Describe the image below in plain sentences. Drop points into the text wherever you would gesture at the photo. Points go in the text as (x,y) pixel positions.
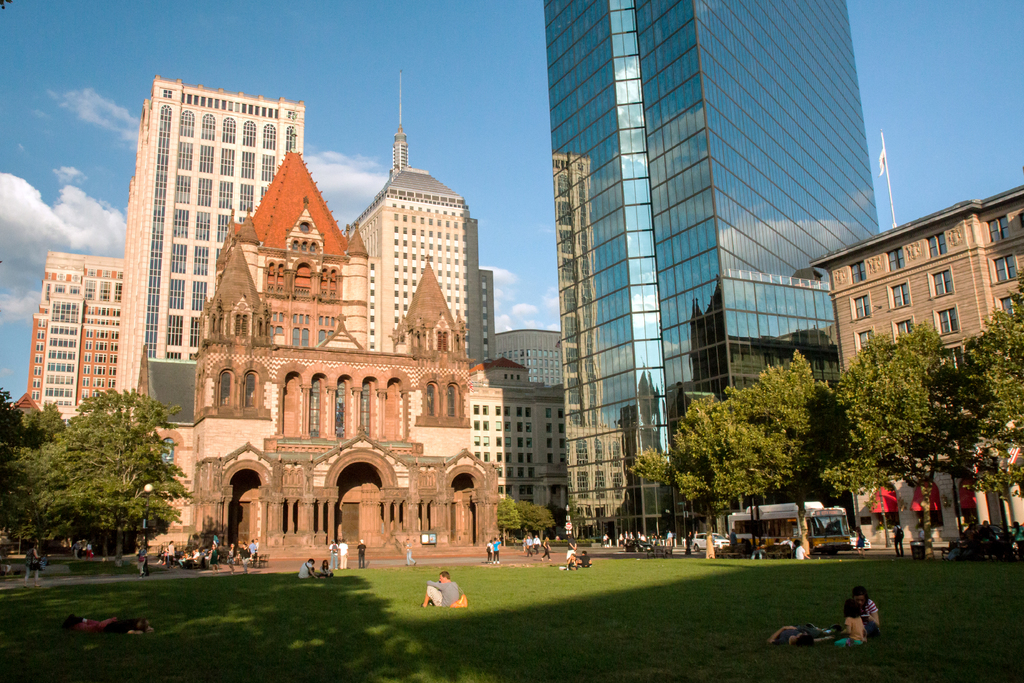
In this image we can see buildings (471,334), trees (732,427), street poles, street lights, motor vehicles (698,543) on the road (560,559), people (531,546) walking on the road (285,564), people (312,564) sitting and standing on the ground (498,621) and sky (504,83) with clouds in the background (949,161).
